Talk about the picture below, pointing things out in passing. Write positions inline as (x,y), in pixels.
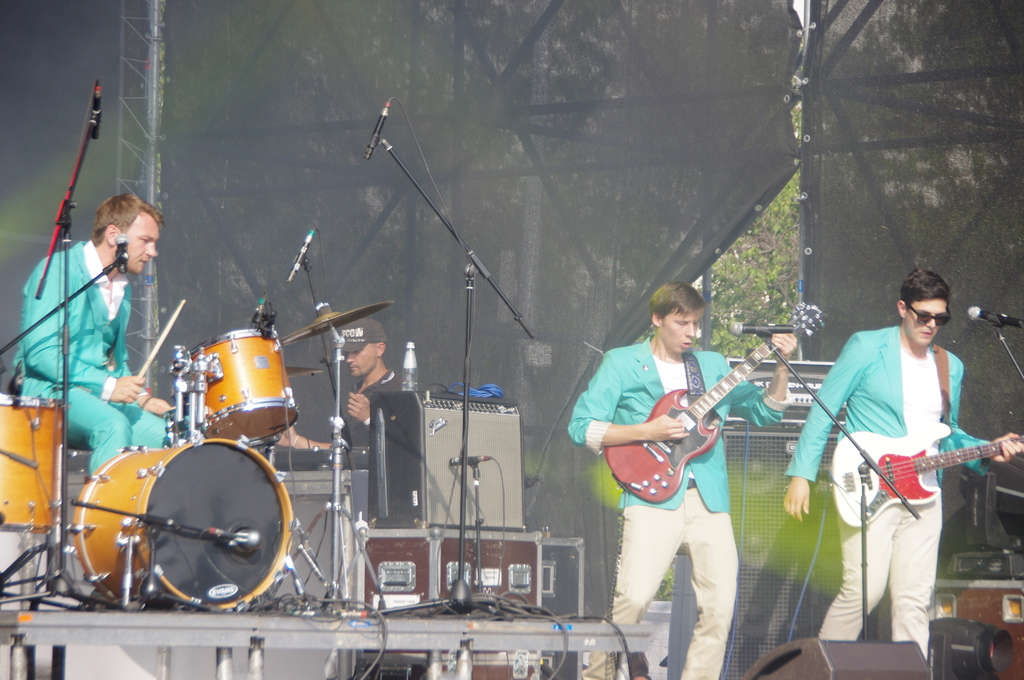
In the image we can see there is a man (122,305) who is playing drums (221,440) and there are two men (813,440) who are holding guitar (714,442) in their hand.
